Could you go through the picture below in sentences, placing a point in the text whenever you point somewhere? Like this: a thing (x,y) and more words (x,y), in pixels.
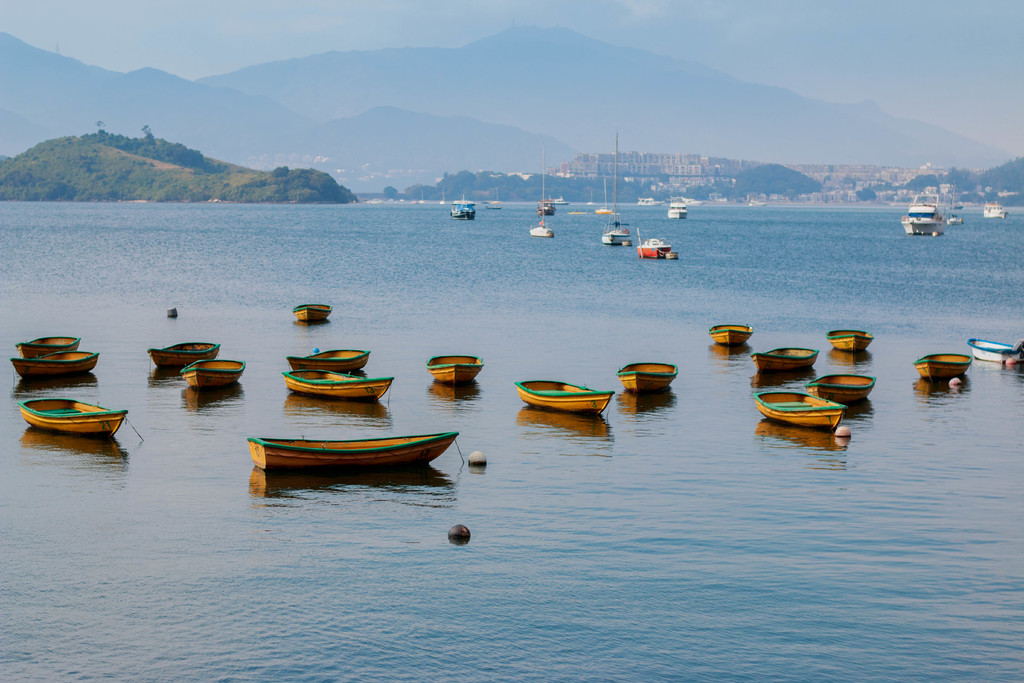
In this image we can see group of boats (758,395) placed in water (547,223). In the foreground (473,453) we can see two balls (462,543). In the background (646,174), we can see a group of buildings (665,174), trees (520,181), mountains (445,97) and the sky (835,54).
